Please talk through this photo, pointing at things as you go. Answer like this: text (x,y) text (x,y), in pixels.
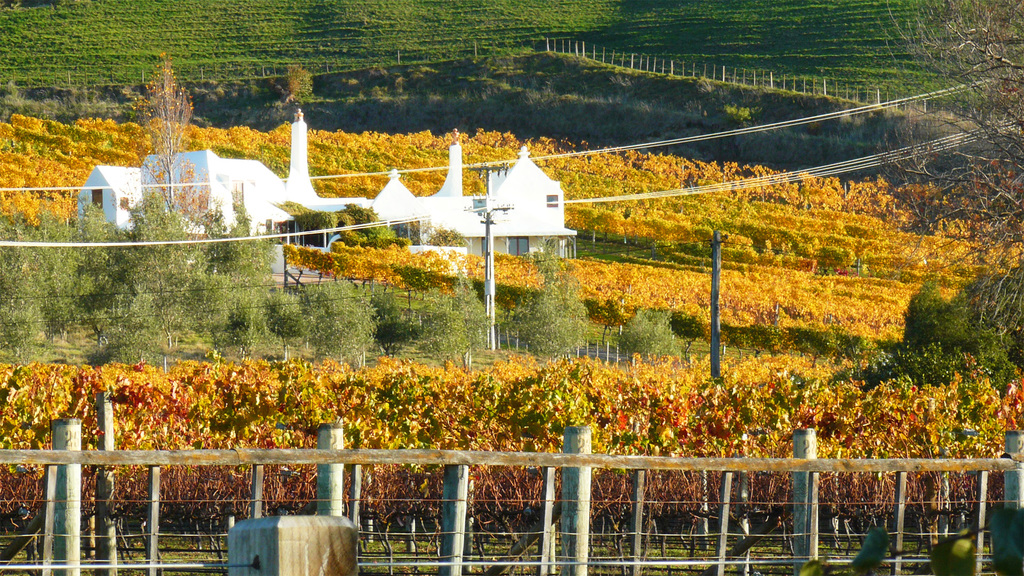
This is an outside view. At the bottom (583,540) there is a fencing (809,508). In the middle of the image (466,214) there is a building (272,188). In the background (769,209) there are many trees (354,278) and few poles (717,288).
